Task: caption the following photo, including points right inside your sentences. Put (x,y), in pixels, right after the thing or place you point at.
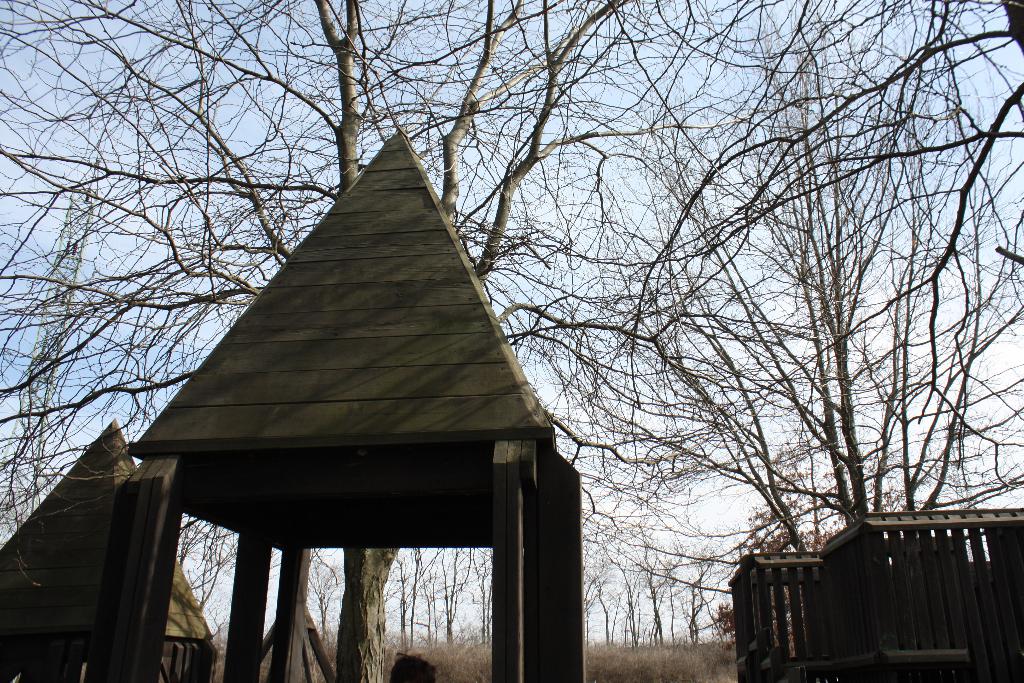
This picture consists of tent houses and trees (89,194) and the sky (20,255) and grass (484,657) visible.
